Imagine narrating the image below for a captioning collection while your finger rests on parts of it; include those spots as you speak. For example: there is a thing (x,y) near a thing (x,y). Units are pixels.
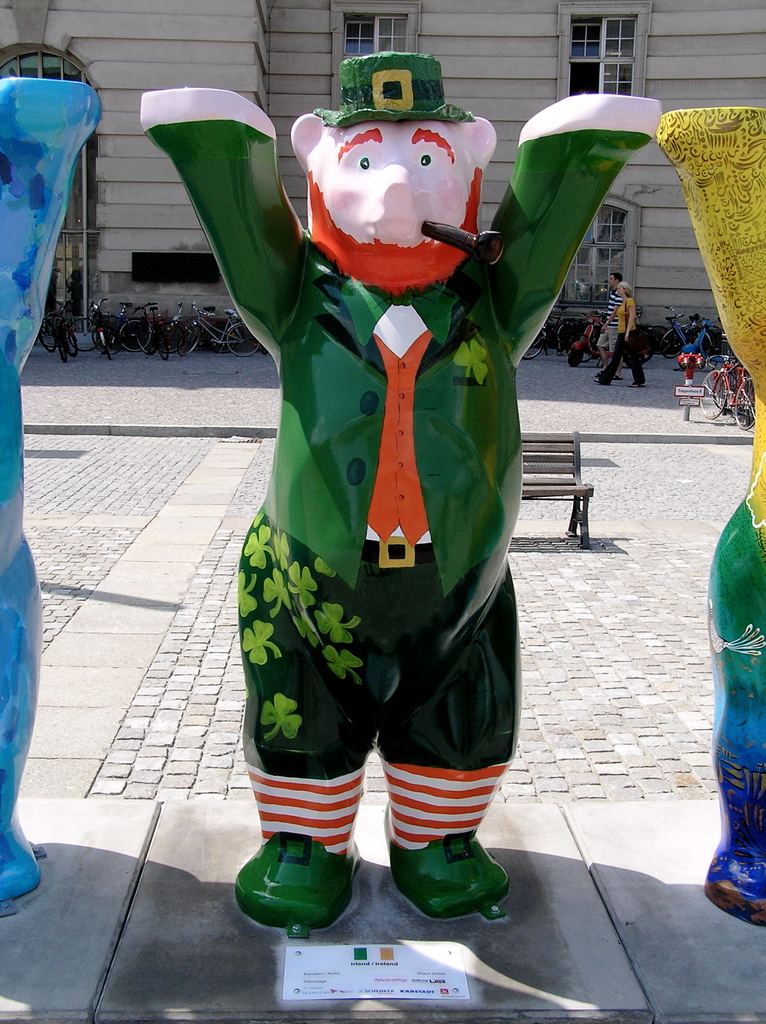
In this image on the foreground (407,421) there are three statues (25,198). In the background (156,39) there is building (99,296), bicycles (57,312), path (637,410), bench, pole (693,374) are there. Two persons (626,326) are walking. On the ground (132,530) there are cobblestones (129,464).
